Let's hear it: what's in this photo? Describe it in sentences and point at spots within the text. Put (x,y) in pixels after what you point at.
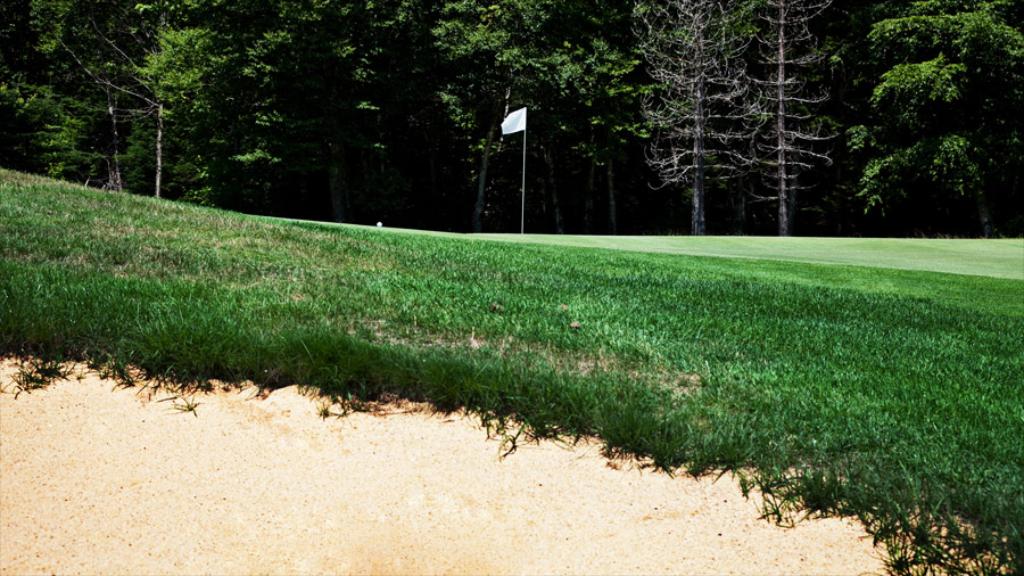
In this picture there is a flag (506,127) on the ground (582,249). At the bottom (773,432) i can see the grass (21,350) and sand (556,518). In the background (291,35) i can see many trees (554,111).
